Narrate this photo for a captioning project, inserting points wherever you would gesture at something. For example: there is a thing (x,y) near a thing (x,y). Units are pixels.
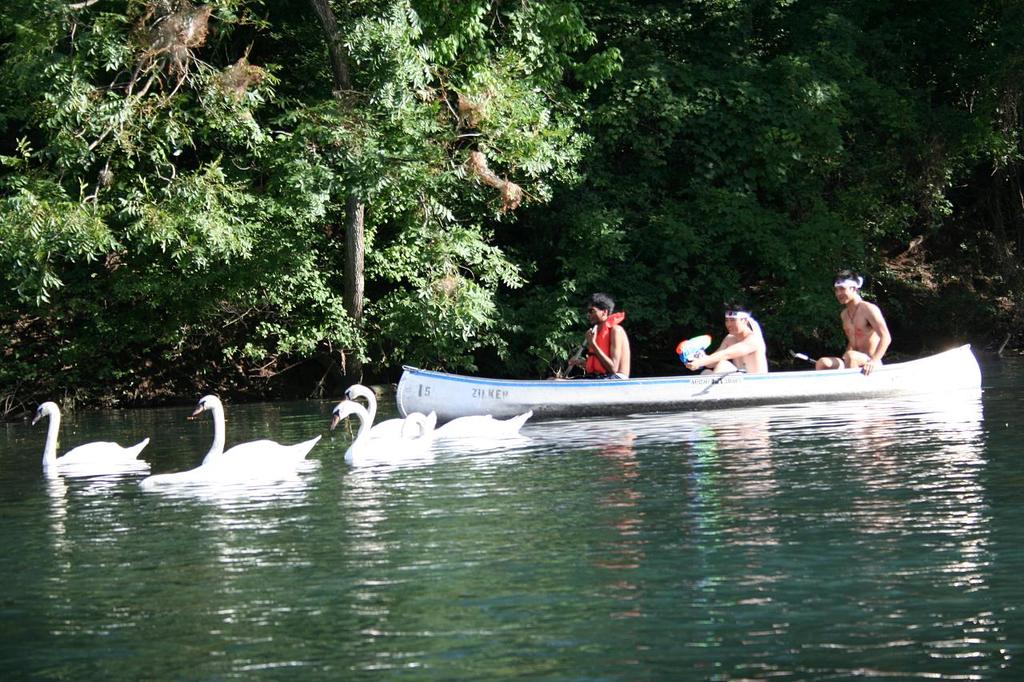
In this image there is a lake (554,508) in that lake (441,453) there are swans (420,423) and there is a boat (853,378), in that boat (683,384) there are three persons (695,367), in the background (497,172) there are trees (645,130).
